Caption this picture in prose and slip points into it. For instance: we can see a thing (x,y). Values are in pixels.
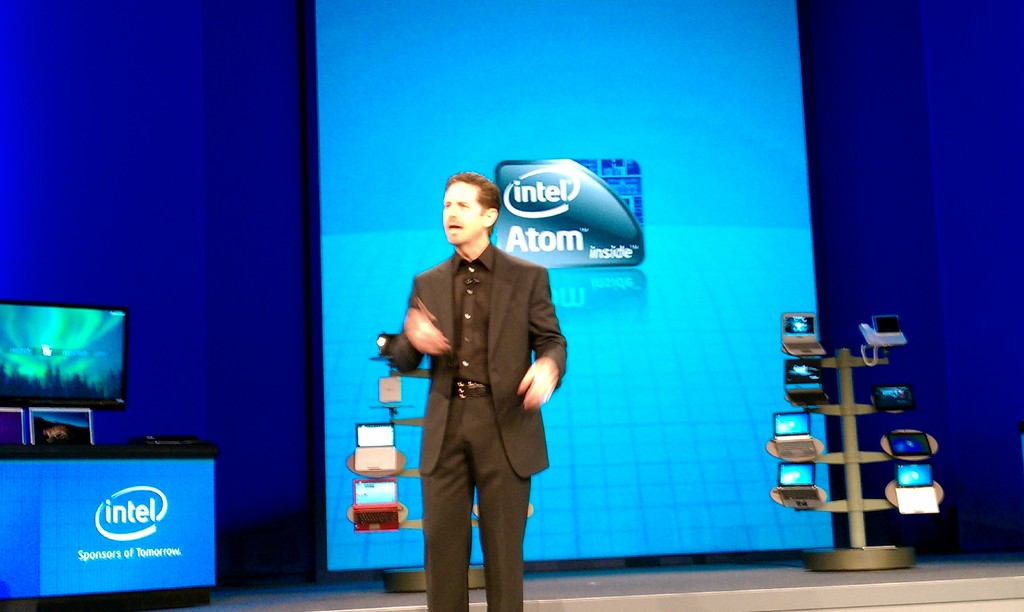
In the foreground (441,522) I can see a person (492,428) is standing on the stage (585,581), table (111,478), boards (126,503) and a metal stand (845,502) on which some laptops (800,351) are there. In the background (764,232) I can see a screen (748,223) and a system (63,377). This image is taken may be on the stage (359,590).
